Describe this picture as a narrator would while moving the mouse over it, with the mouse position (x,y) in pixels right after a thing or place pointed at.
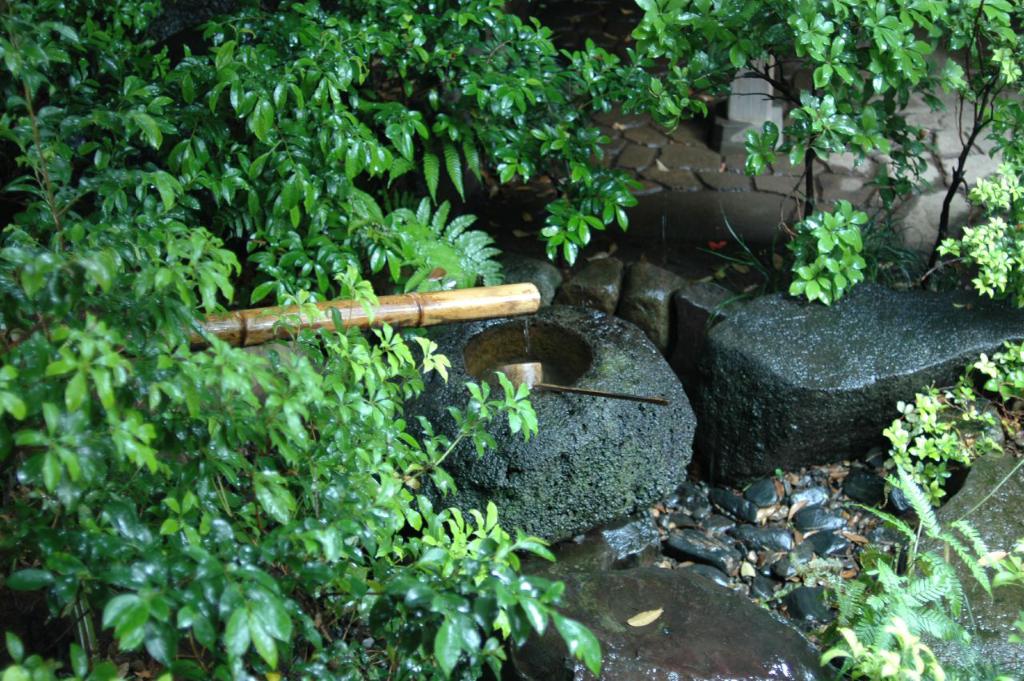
This picture is clicked outside. In the center (617,439) we can see the rocks (729,439) and a bamboo spout (486,314) and some objects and we can see the plants (247,37) and the green leaves (522,167). In the background (799,177) we can see the pavement (798,167) and some objects (752,81).
